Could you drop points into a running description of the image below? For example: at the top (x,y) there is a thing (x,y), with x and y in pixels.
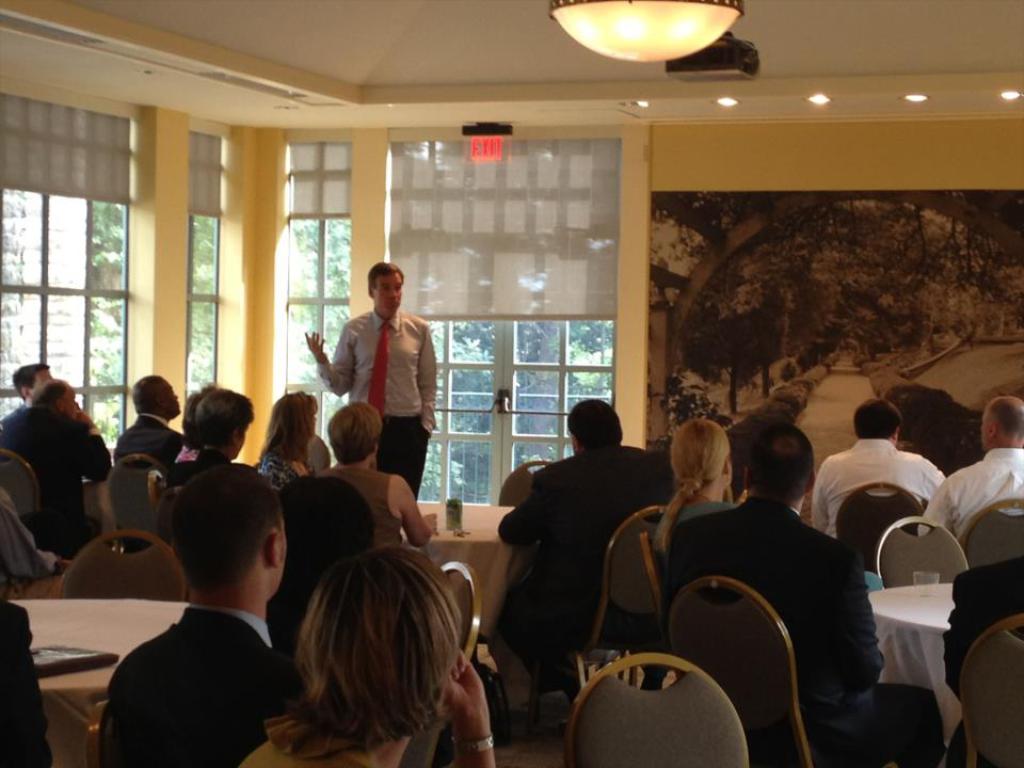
This is an inside view. In this I can see a man (378,341) wearing shirt (391,380), standing and speaking something. In front of this person (379,399) there are few people (535,635) sitting on the chairs (740,657) and looking at this person (354,365). In the background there is a big frame (757,326) attached to the wall (768,133). On the top of the image (657,28) I can see lights (664,15). At the back of this person (421,357) there is a window (487,342), through that window (504,345) we can see the outside view.
